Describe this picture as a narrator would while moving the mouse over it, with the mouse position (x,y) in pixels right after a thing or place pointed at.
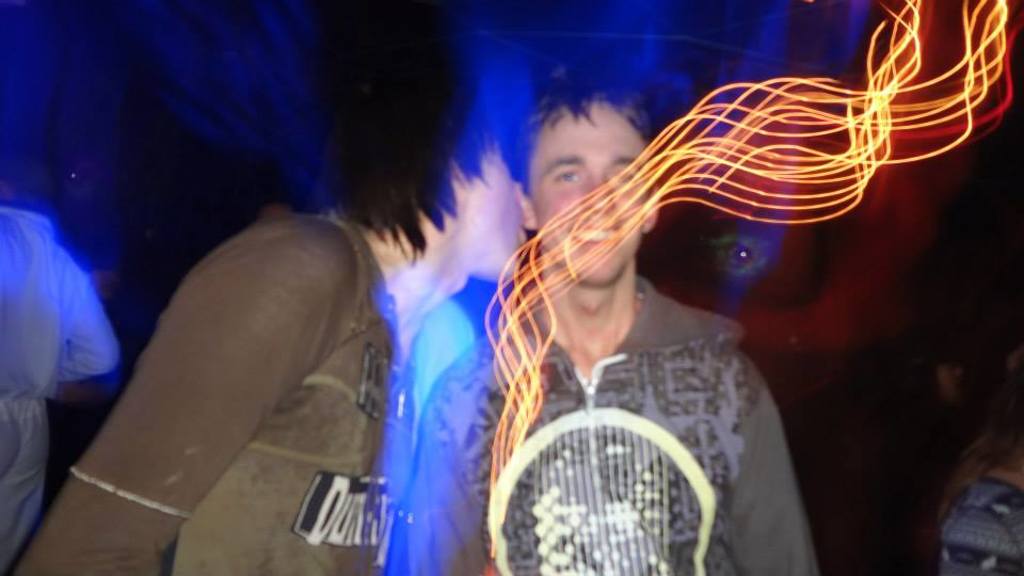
This is an edited image. In this image I can see two people (327,533) with different color dresses (425,499). To the side of these people (299,453) I can see few more people (73,294). And there is a black, blue and red color background (287,97).
